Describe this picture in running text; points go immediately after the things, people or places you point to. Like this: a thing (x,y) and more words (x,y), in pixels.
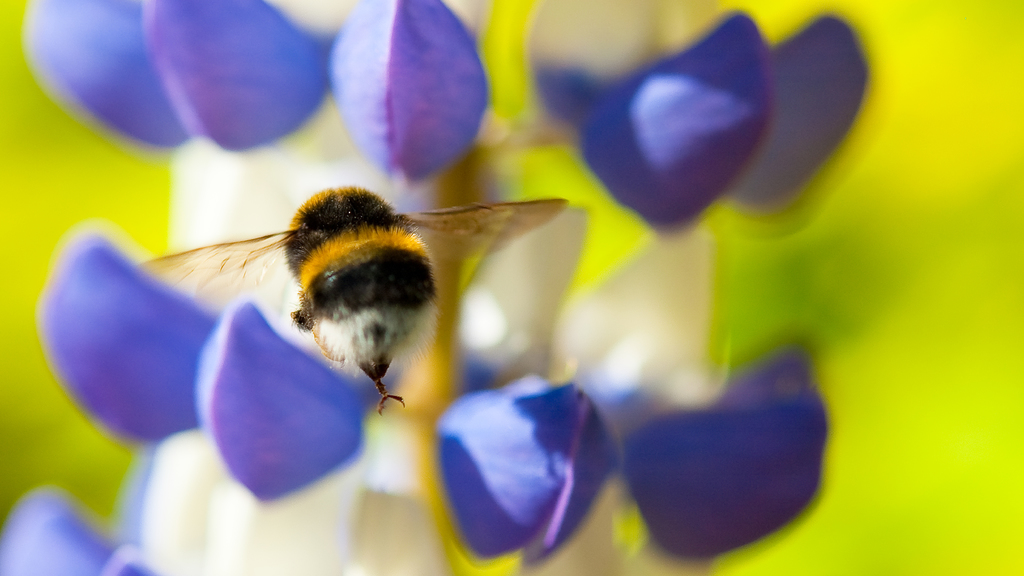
This image consists of a bumblebee (301,238) flying in the air (145,188). In the background (700,270), we can see a plant (226,366) or a flower (705,288).
